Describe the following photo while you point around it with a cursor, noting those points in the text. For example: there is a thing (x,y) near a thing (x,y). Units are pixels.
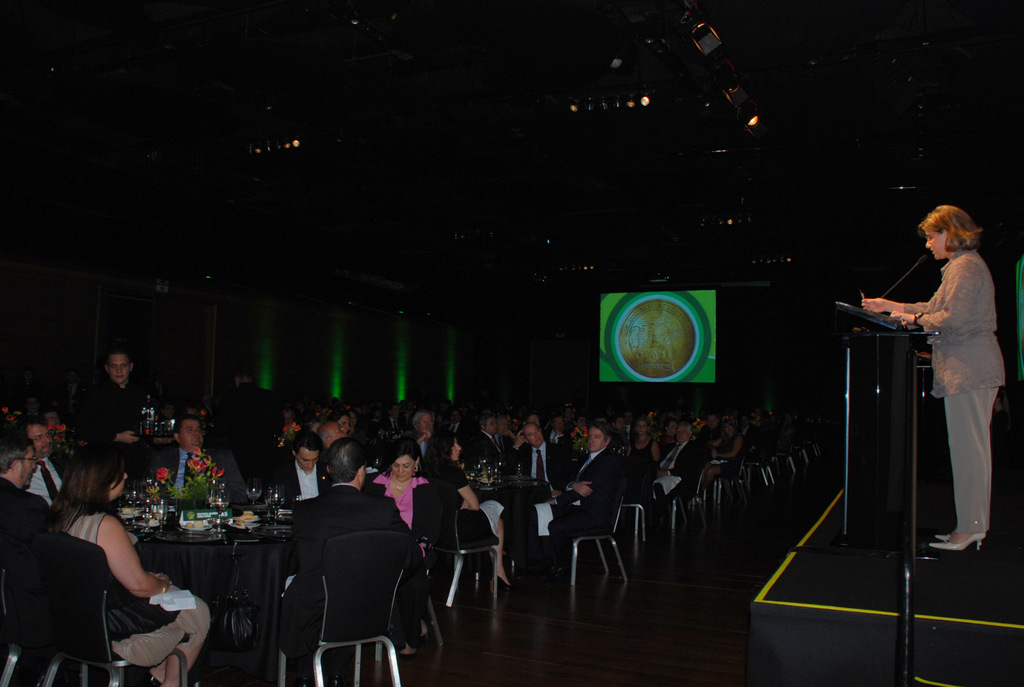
There is one women (978,390) standing on the right side of this image (966,382) and there is a podium (904,371) and a mic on the left side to this person (952,352). There is a crowd (361,509) sitting on the chairs (765,453) at the bottom of this image (184,545), and we can see there are some tables (510,483) and objects (210,489) are kept on it. There is a wall (488,353) in the background (570,351). There is a screen (667,341) as we can see in the middle of this image (638,338). It seems like there are some lights (733,89) arranged at the top of this image (712,44).
